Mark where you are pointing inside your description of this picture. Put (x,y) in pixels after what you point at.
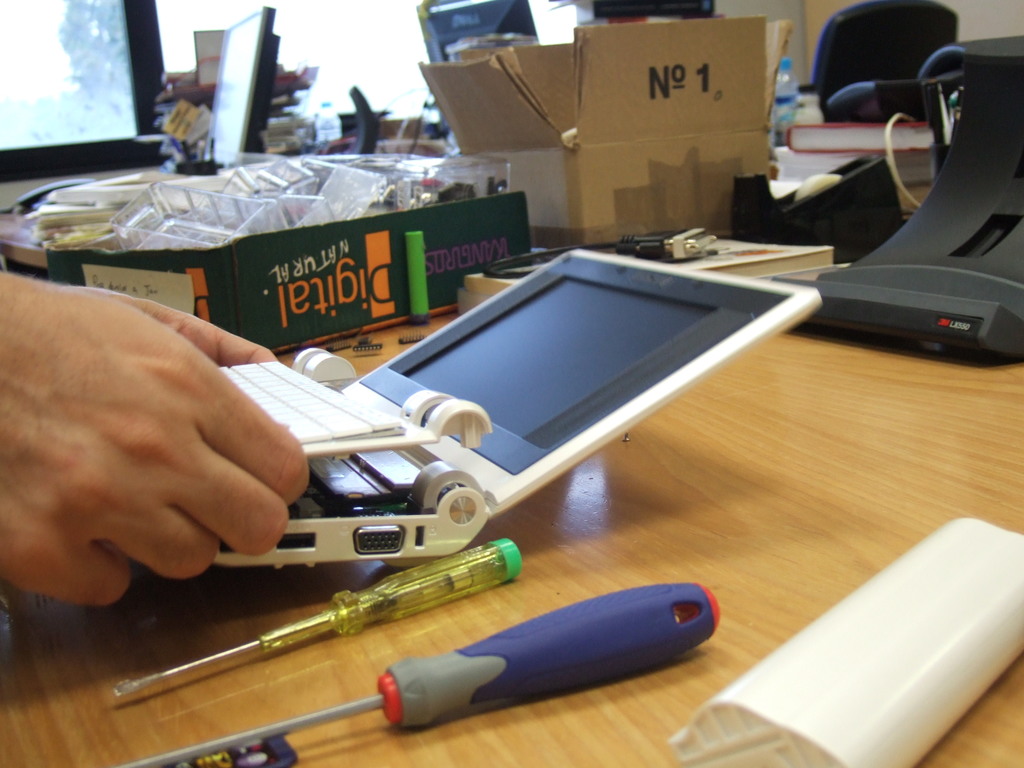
The image is clicked inside the room (250,367), where a man (197,415) might be repairing this laptop (488,315), and there are tools (543,646) on the table (351,654). In the background (69,69) there is window (69,69) and a computer (251,95) and there are many accessories (143,230) kept on the table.
